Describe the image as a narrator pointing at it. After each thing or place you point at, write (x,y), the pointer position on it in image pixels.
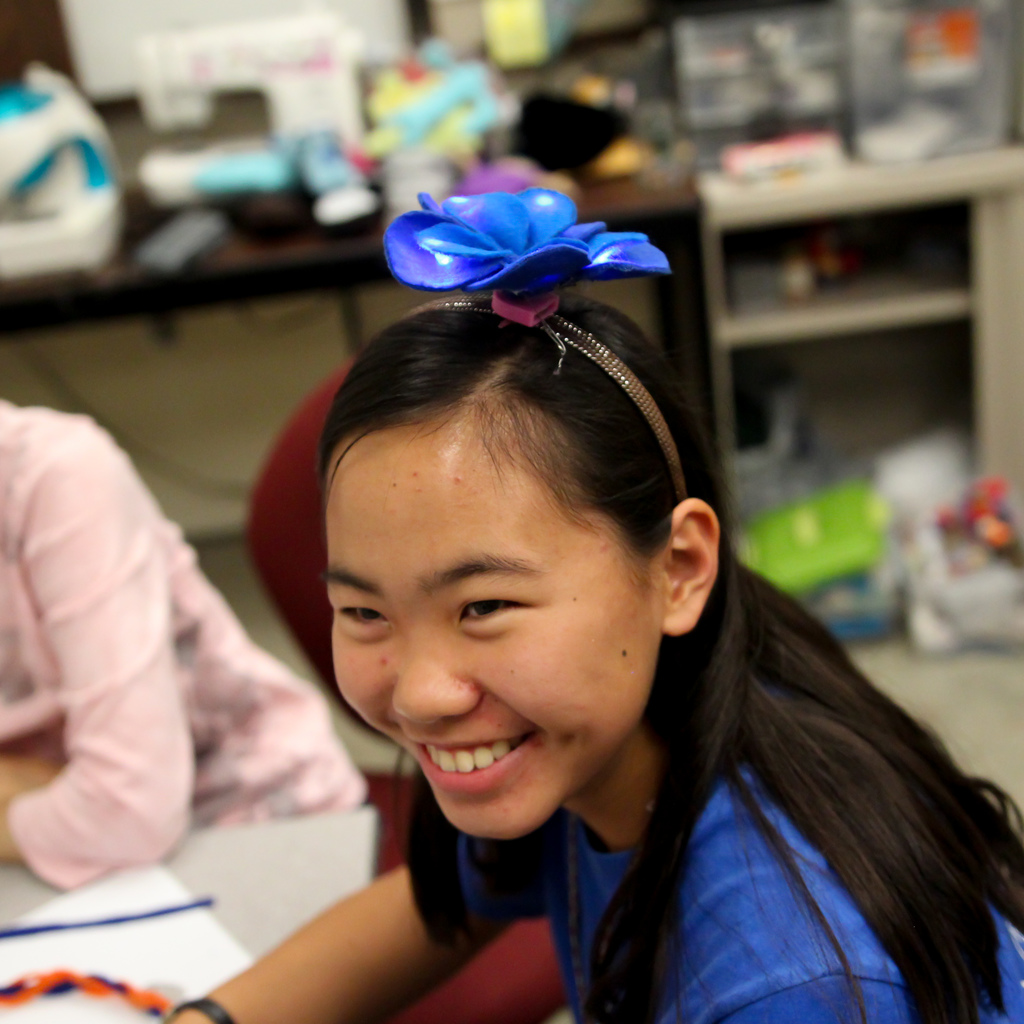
The girl (369,583) in front of the picture is sitting on the chair (543,933) and she is smiling. Beside her, the girl (187,705) in pink dress (103,650) is sitting on the chair (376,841). In front of them, we see a white table (116,912) on which orange color object (68,979) is placed. In the background (165,277), we see a brown table (617,197) on which some objects (363,128) are placed. Beside that, we see a cupboard (985,319) in which some objects (925,503) are placed. This picture might be clicked inside the room (369,777). This picture is blurred in the background (92,379).
